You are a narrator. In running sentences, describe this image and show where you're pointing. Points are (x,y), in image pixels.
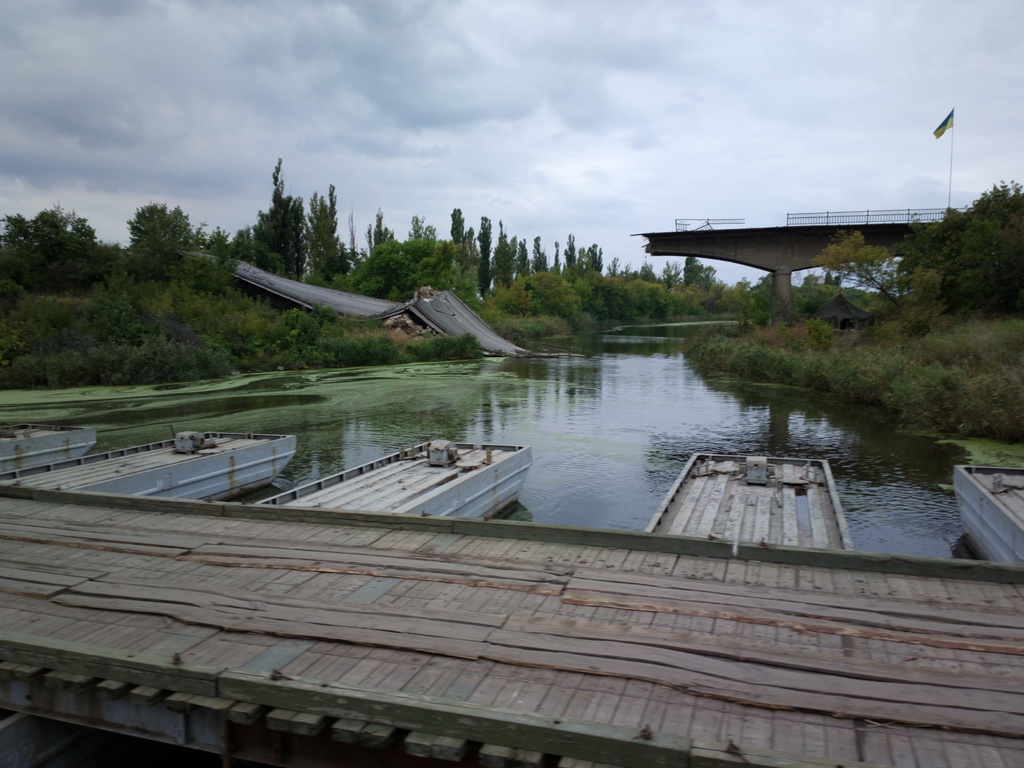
In this image we can see two bridges (268,685), there are some trees (172,365), water (588,427), fence (872,220) and a flag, in the background (908,162) we can see the sky (883,117) with clouds (882,137).
